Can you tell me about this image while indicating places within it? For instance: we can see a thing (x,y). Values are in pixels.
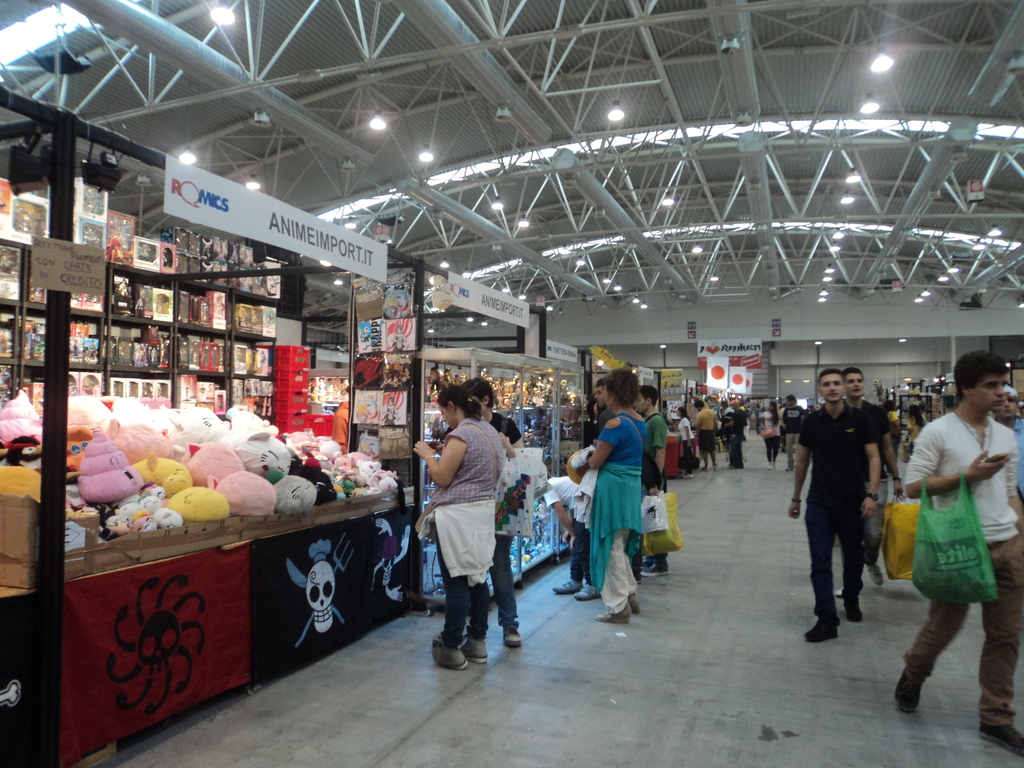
In this image, there are some persons (629,440) wearing clothes (483,489) and standing in front of stalls (578,380). There is a person (950,432) in the bottom right of the image (993,521) holding a plastic bag (961,547). There are some lights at the top of the image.
